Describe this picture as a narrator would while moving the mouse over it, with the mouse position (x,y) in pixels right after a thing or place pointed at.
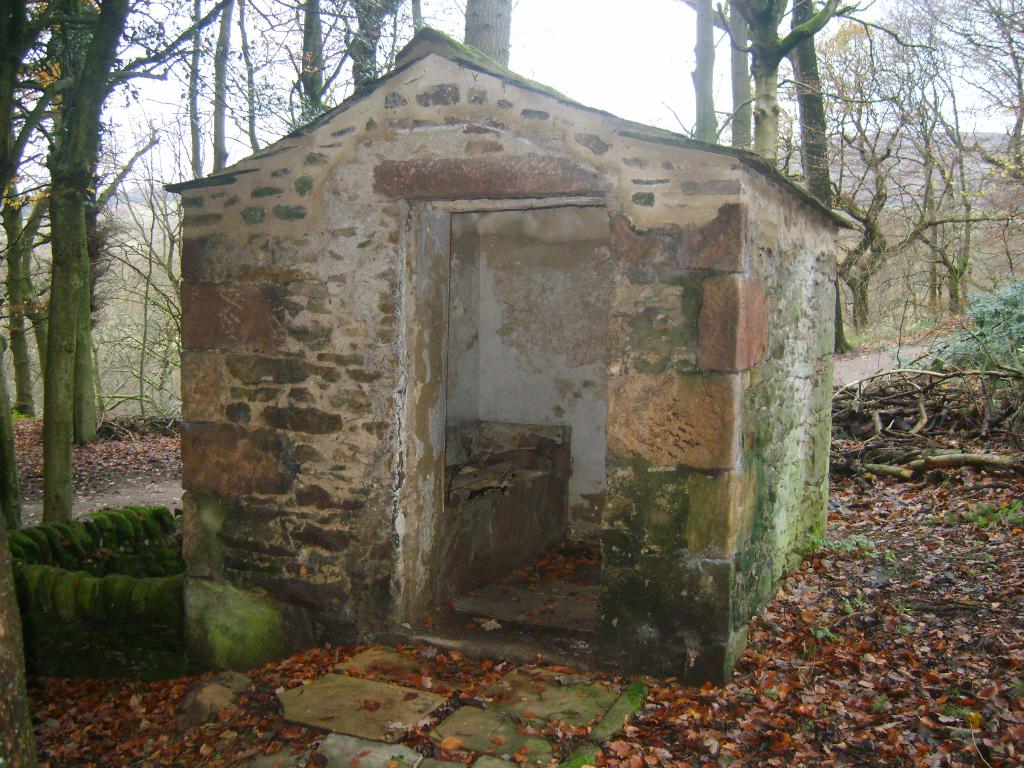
In this image there is an old house (581,569) and some algae (744,546) on the house (744,525), around the house (442,95) there are trees (65,413), plants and some dry leaves (739,725) on the surface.
